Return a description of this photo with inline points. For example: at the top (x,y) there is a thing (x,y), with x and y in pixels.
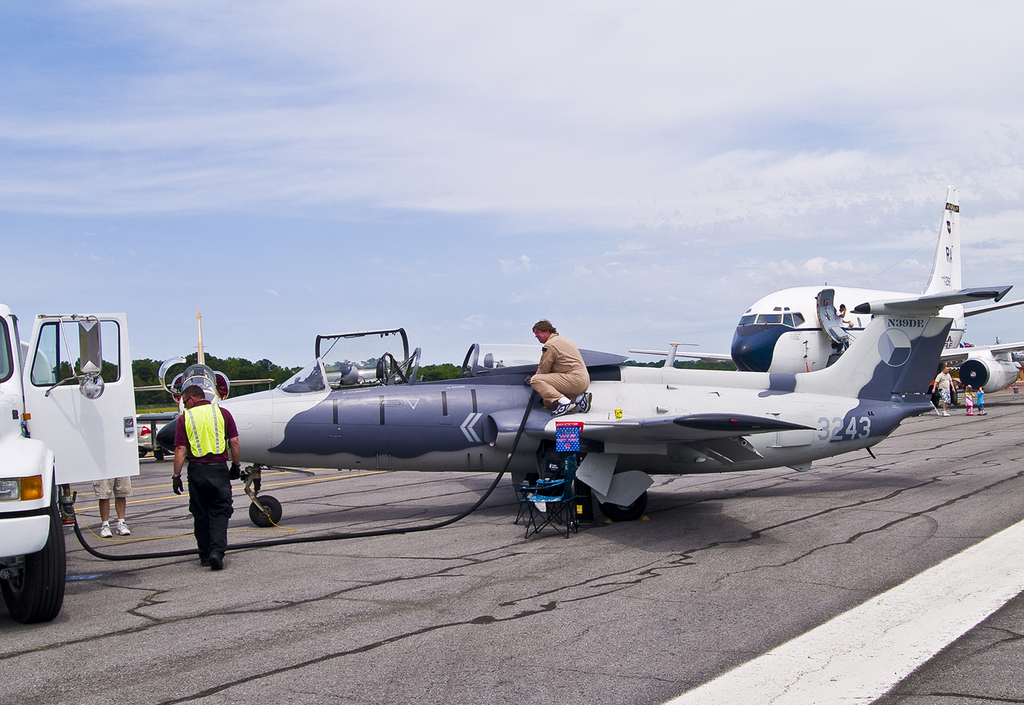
On the left side (223,505) a man (219,531) is walking, in the middle (641,416) it is an aeroplane (645,440) in white color. At the top (518,122) it's a blue color sky (304,212).
